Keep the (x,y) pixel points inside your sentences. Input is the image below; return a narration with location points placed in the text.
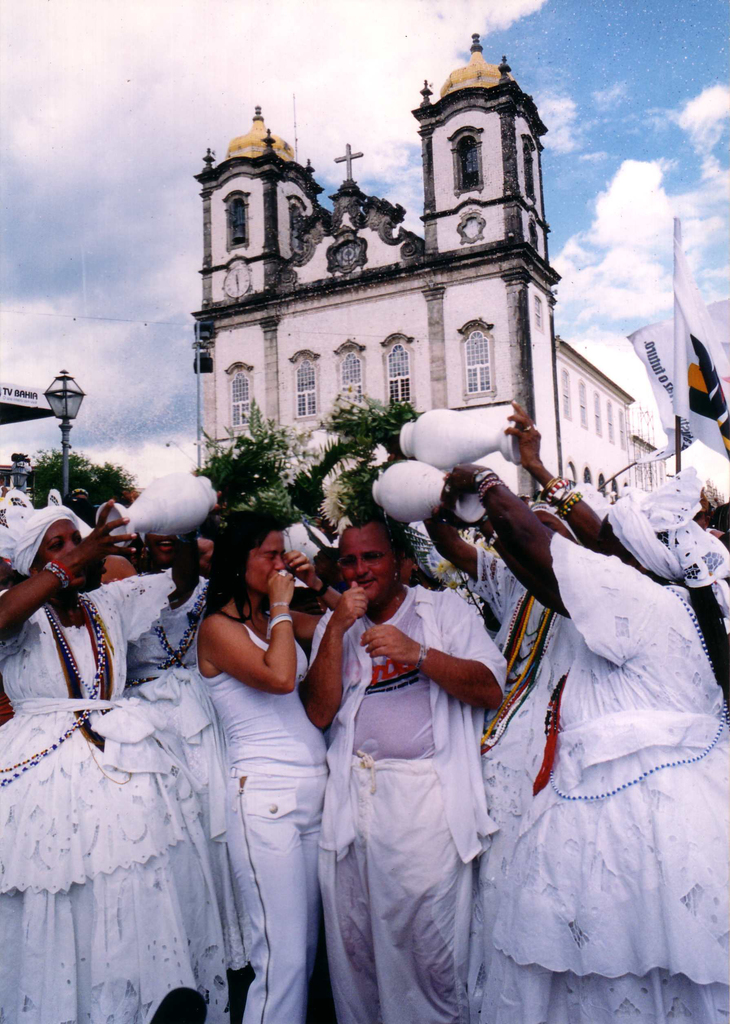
In this image I can see at the bottom (572,1017) a group of people (429,615) are there, they wear white color dresses (404,785). At the top (239,279) it looks like a church (421,349) and there is the sky (247,56).
